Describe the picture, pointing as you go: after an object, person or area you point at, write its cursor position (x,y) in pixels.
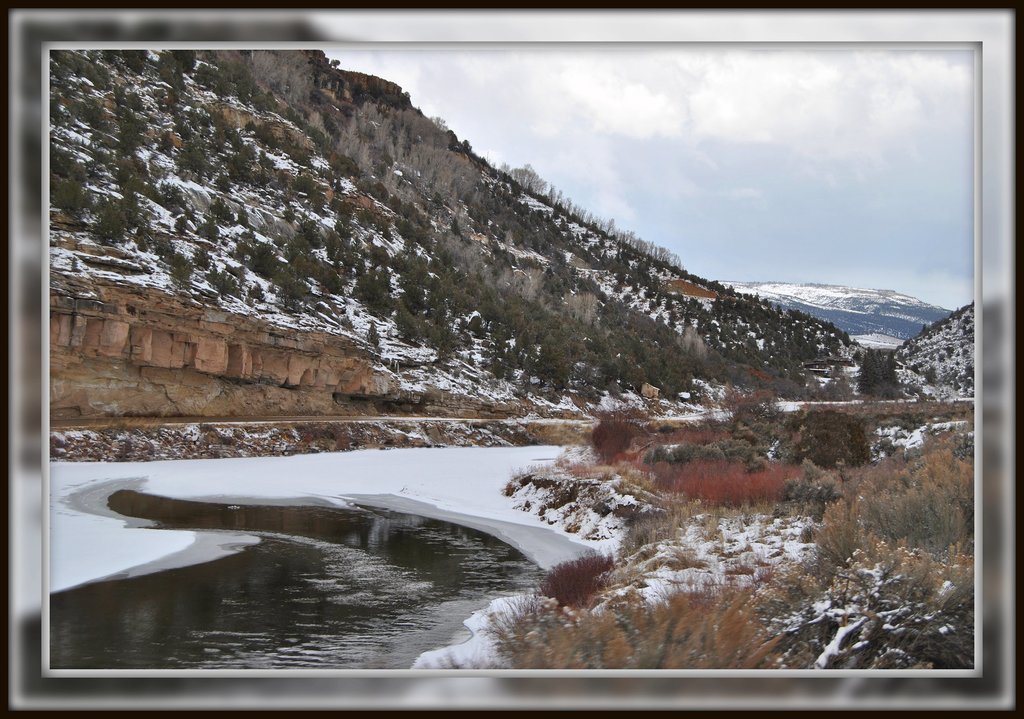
In this image we can see a mountain (486,267) with trees (522,266), snow (160,207). At the top of the image (613,165) there is sky (660,138), clouds (660,138). At the bottom of the image (772,605) there are dry plants (542,618), water (460,546) and snow (612,549).
